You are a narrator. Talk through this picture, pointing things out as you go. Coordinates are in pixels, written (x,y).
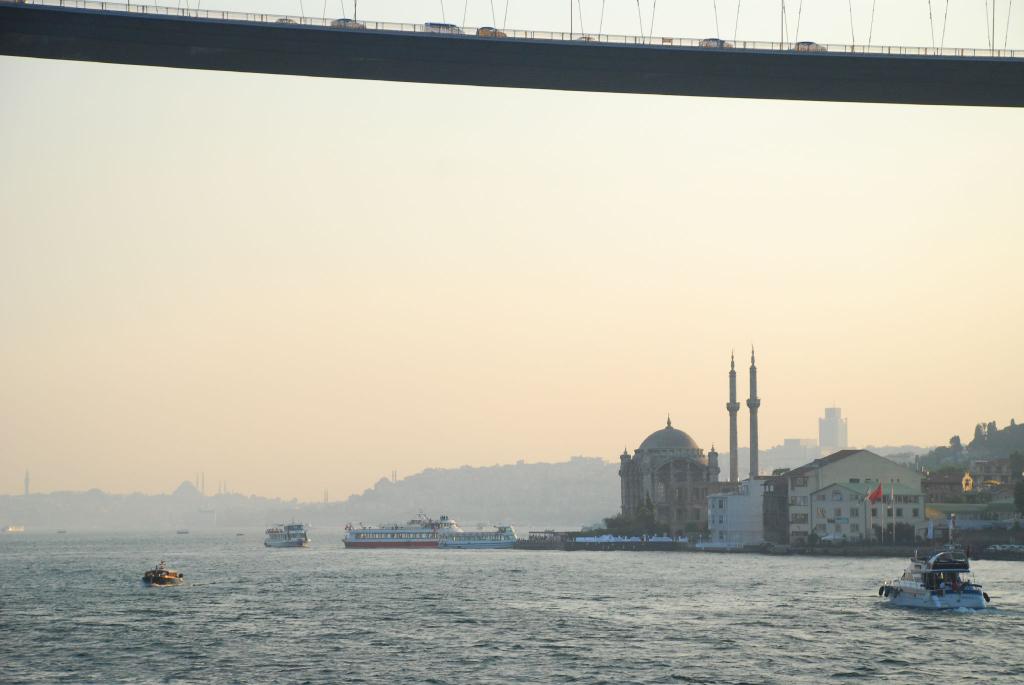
In this image I can see the boats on the water (532,614). In the background (754,544) I can see the buildings (746,536) and the sky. I can also see the bridge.
